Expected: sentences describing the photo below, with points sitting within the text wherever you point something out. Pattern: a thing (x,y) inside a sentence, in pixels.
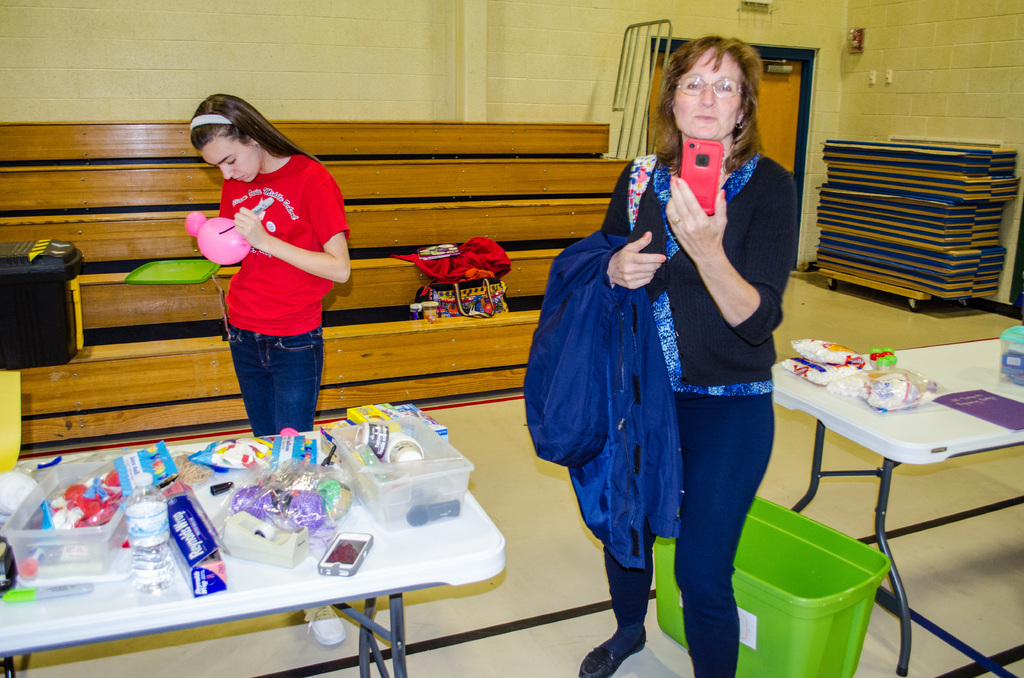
The person (250,237) wearing red T-shirt (271,226) is writing something on the balloon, The person (686,276) wearing black jacket (693,293) is holding a phone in her hand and there is a table (225,541) where there are lot of objects (239,543) on it.
